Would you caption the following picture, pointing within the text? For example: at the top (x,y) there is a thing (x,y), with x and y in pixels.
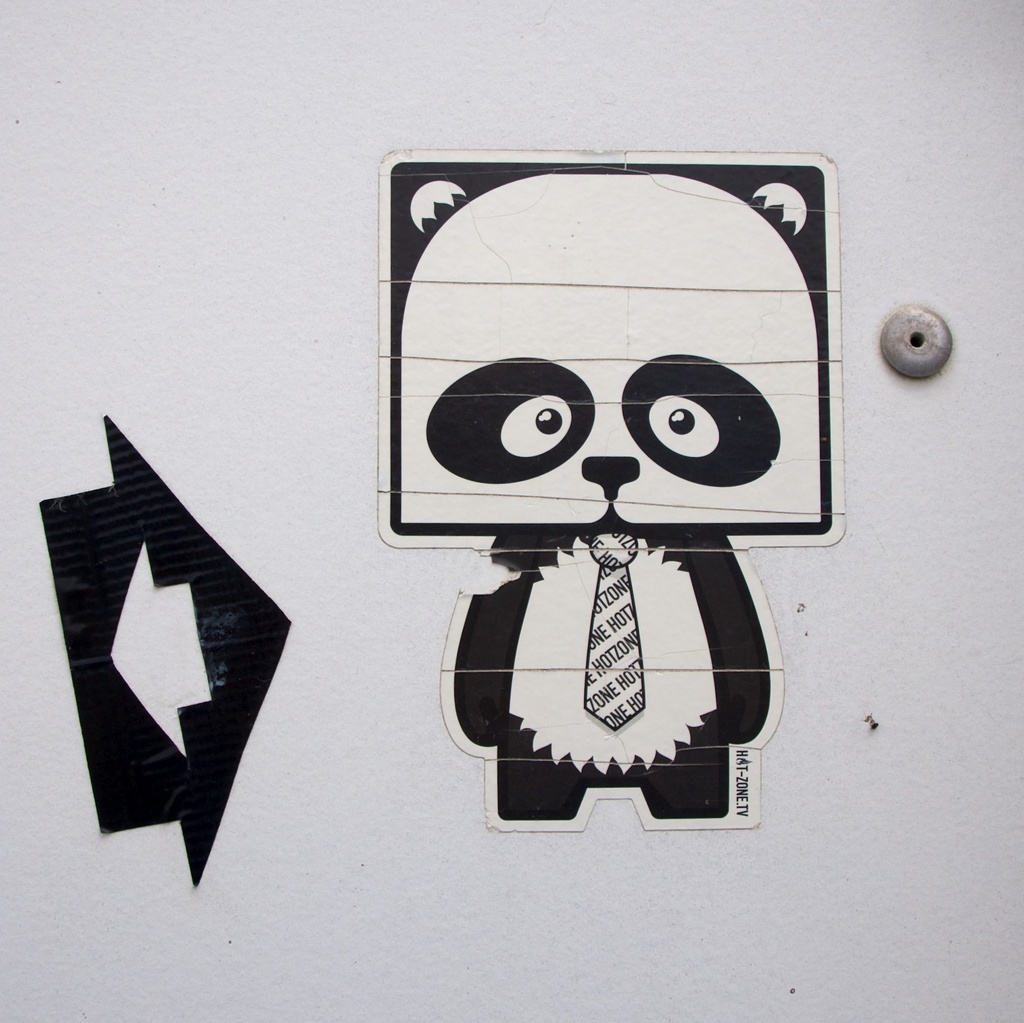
In this image there is the wall (180,641), there are objects (696,393) on the wall (962,317).
